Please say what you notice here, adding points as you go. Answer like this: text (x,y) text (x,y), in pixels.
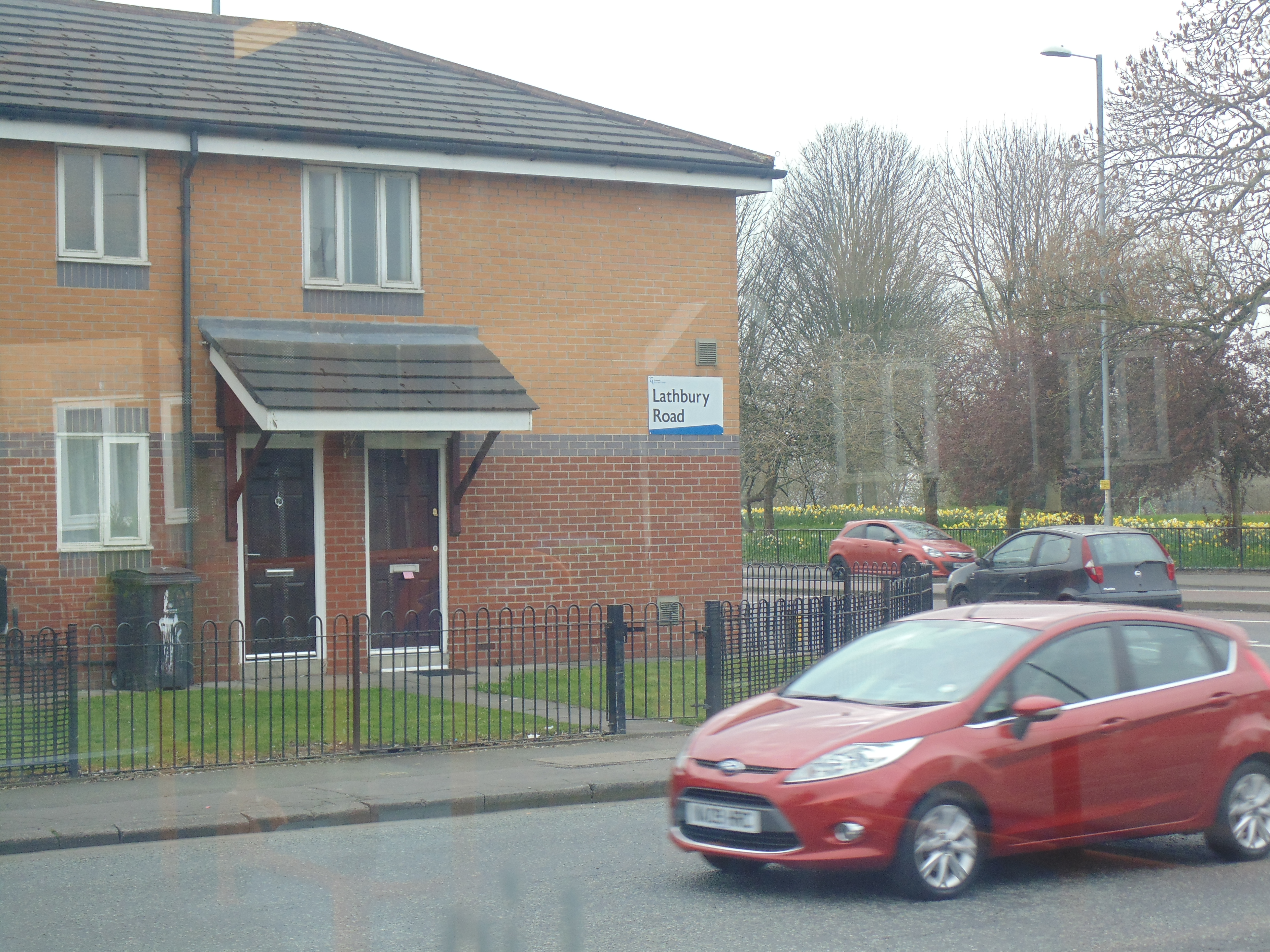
In this picture we can see cars (905,654) on the road (899,903), fences (567,717), trees (750,457), buildings (646,415) with windows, pole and in the background (987,141) we can see the sky (750,81).
